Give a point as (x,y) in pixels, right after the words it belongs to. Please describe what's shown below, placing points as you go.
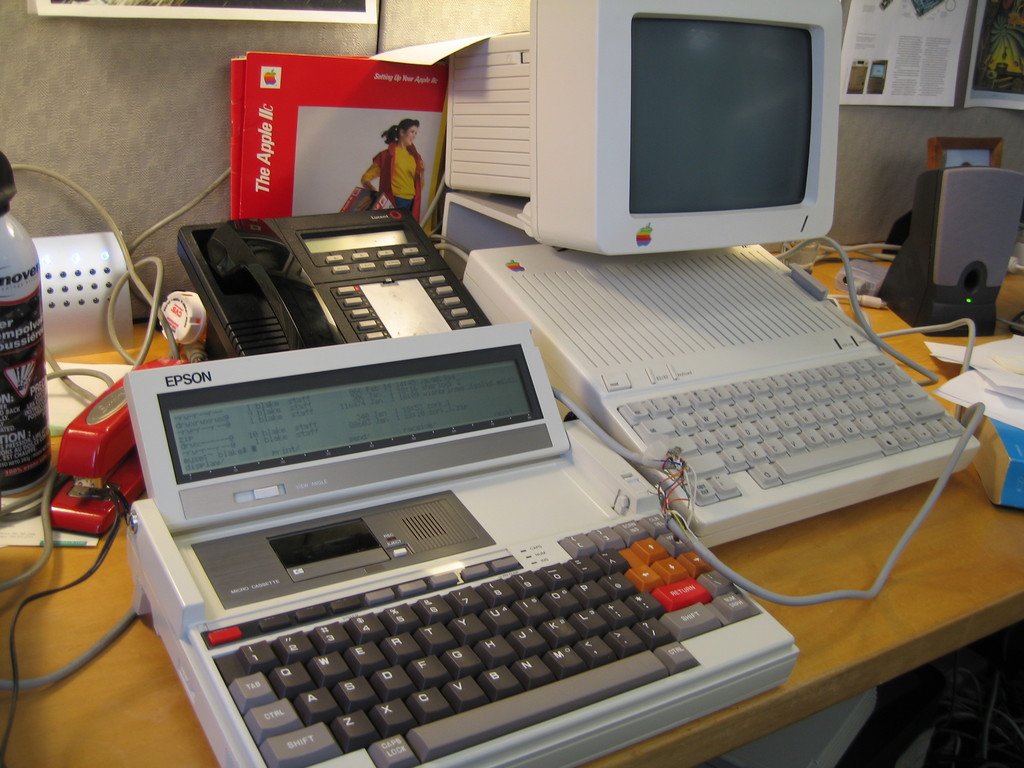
Here we can see a monitor (791,163), a keyboard (720,415) and additional keyboard (306,527) and here there is a speaker (971,278) there are cable wires (150,306), there is a bottle (33,307) all are placed on a table (946,526).
